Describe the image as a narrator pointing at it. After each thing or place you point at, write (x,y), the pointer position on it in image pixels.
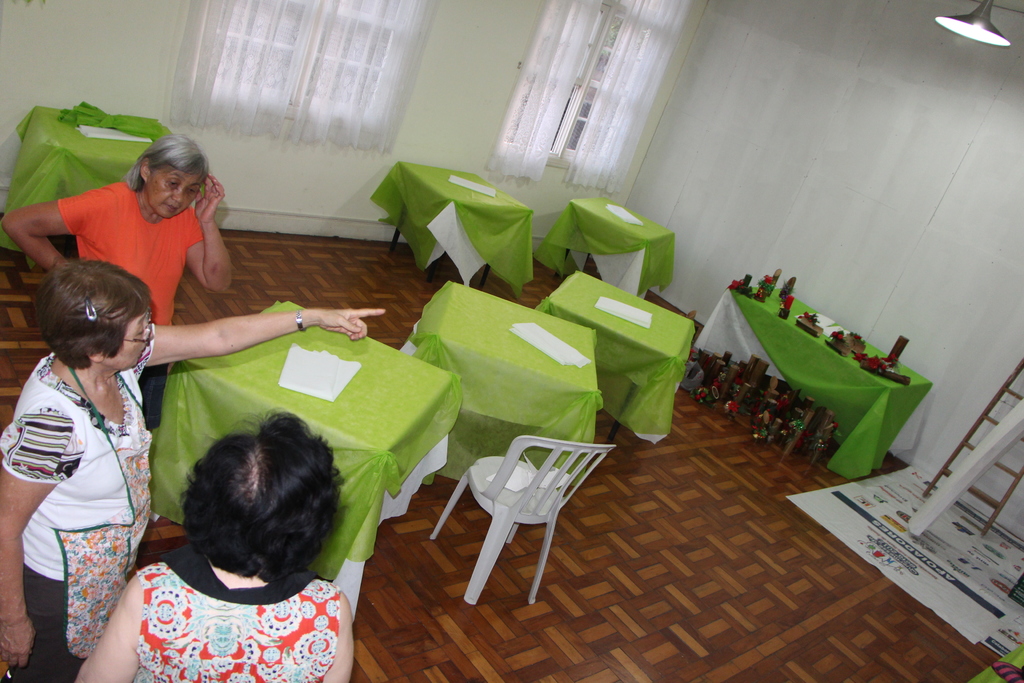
It is a room (685,358), there are many tables (362,398) covered with green color clothes (480,358), there is a chair (520,499) of white color there are total three people (200,559) in the room (439,492), to the right side (777,330) first table (778,372) there are some things (842,339) kept on the table (809,337), to its right side there is a ladder (992,495) and some posters (943,567) left on the floor (895,594), to its left there are some white color curtains (554,48) and some windows (589,75), to the roof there is a light (943,26).
